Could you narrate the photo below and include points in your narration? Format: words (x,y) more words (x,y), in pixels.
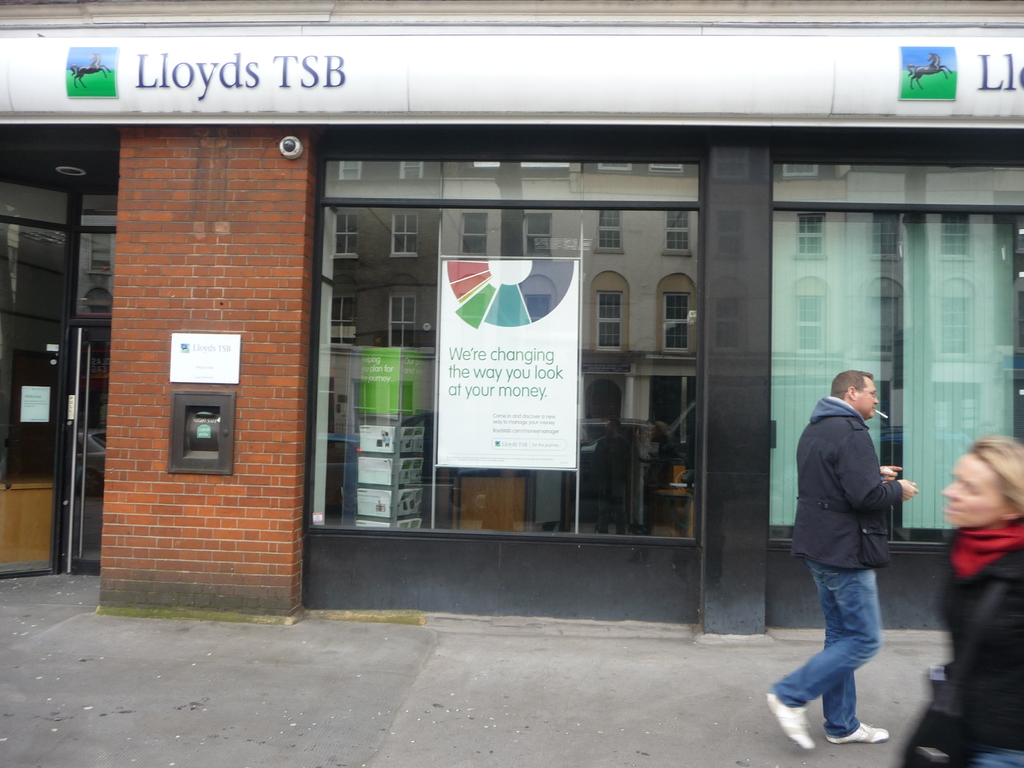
In the image we can see there are people (855,612) walking on the street (720,714). There is a building (491,174), poster (519,358) and a brick wall (211,306). This is a glass (595,185) in it, we can see the reflection (545,215) of a building (455,231) and window (410,226) of the building (401,240).
